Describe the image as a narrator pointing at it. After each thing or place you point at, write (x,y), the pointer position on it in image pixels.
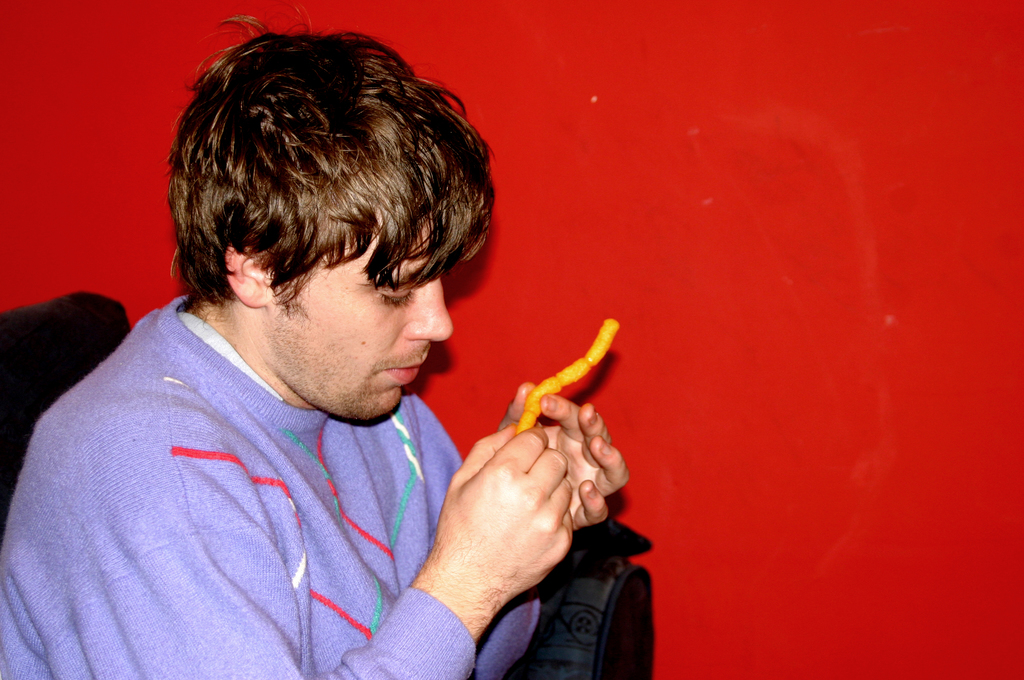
In this image there is a person (375,454) sitting on the couch (60,327) and holding an object (554,392) in his hand (501,534), behind him there is a wall (495,99) with red color.
